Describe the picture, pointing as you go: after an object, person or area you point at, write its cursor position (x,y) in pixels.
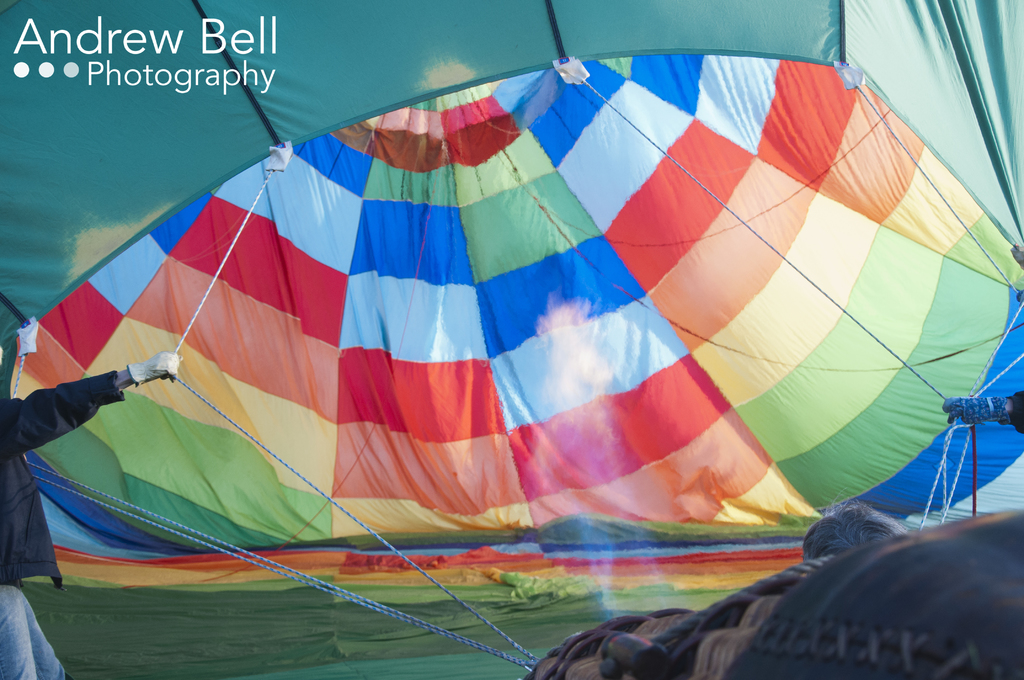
In this image I can see a colorful hot air balloon (594,321) and a person (8,491) standing and holding a rope (195,391) which is tied to the balloon (201,380).
